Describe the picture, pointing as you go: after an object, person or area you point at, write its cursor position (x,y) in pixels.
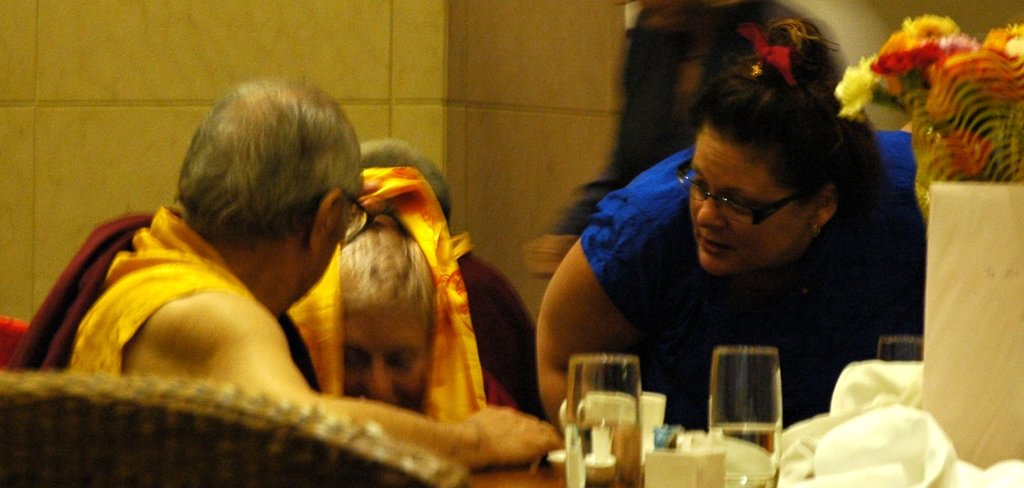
This picture is clicked inside. In the foreground (628,437) we can see the glasses (765,391) of water (618,427) and some other items (693,444) are seems to be placed on the top of the table (511,473). On the left (337,341) we can see the group of persons (417,405) seems to be sitting on the chairs (299,433). On the right (716,190) there is a person (716,180) wearing a blue color dress (664,228) and seems to be bending forward. In the background (608,37) there is a wall (481,35) and a person (649,89).
